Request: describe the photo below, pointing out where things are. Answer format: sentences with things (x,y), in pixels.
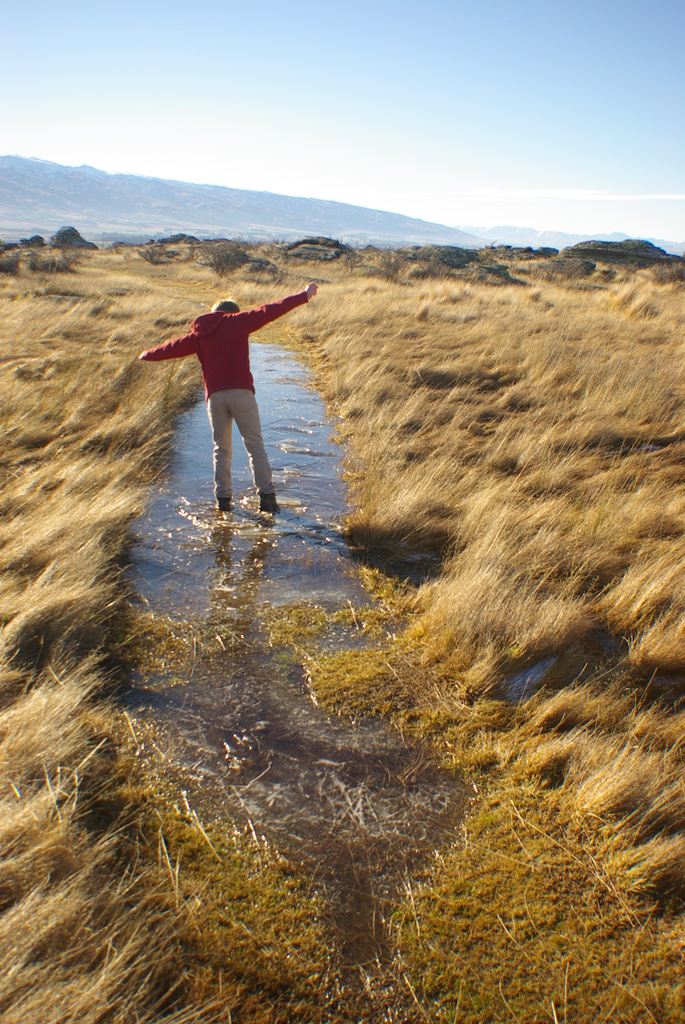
In this image, we can see a person (227,503) standing in the water (239,591). Here we can see grass (73,833), mountains (303,198). Top of the image (321,149), there is a sky (302,95).
